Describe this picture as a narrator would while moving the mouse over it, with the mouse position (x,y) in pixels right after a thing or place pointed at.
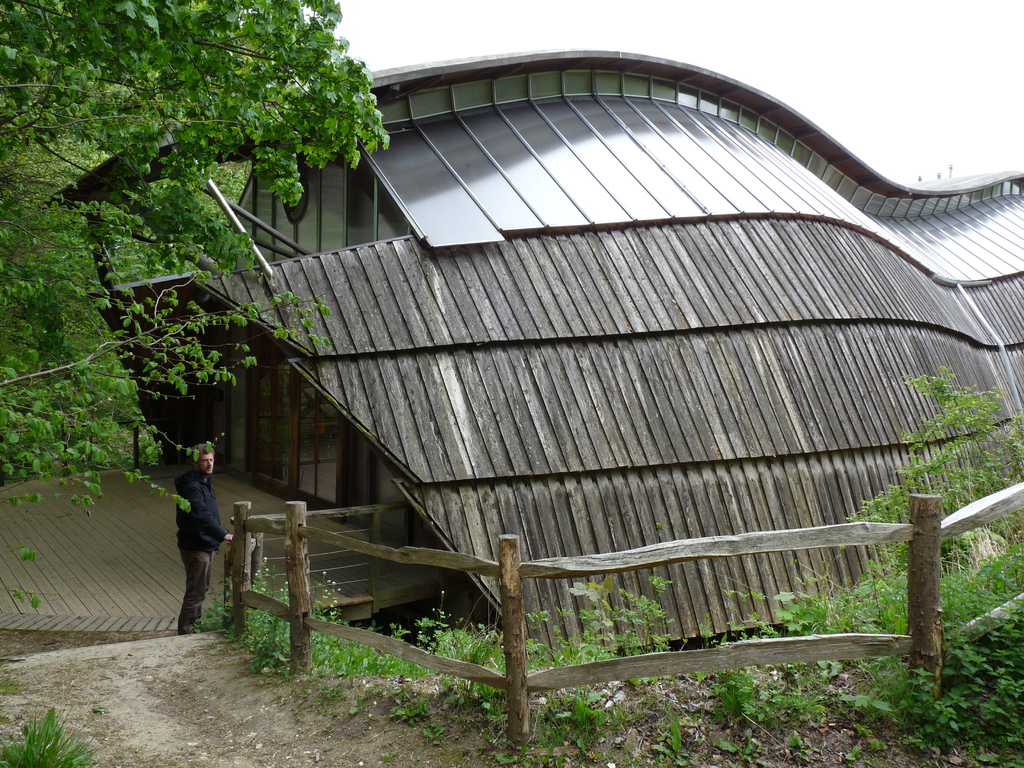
There is a wooden house (339,401) constructed on a slope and a person (203,540) is standing in front of the house (314,506) by holding the wooden fence (256,558), beside the house (169,406) there is a path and it has a wooden fence (773,641). In front of the wooden sticks (856,633) there are few plants (969,611) and grass (343,647), there is a huge tree (19,64) in front of the house (154,405).
